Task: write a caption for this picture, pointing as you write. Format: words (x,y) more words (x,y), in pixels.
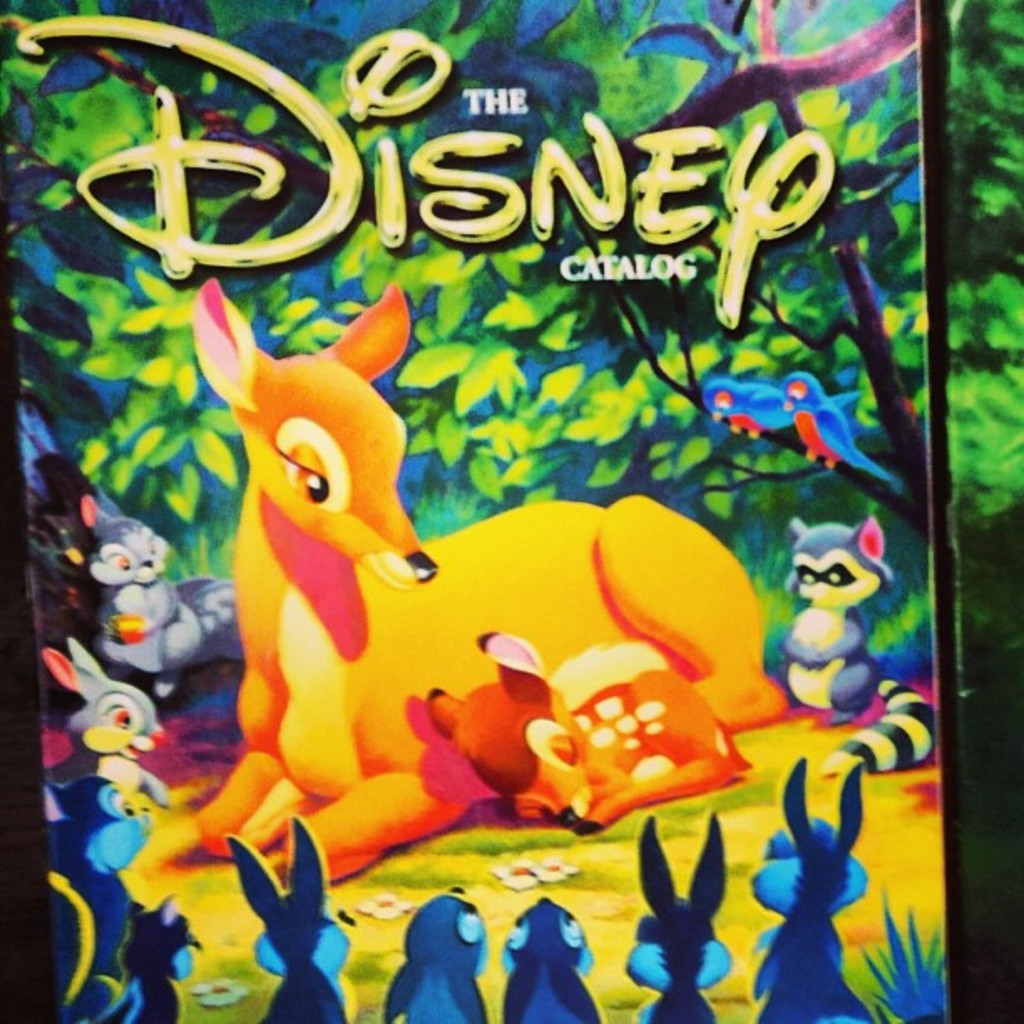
In this image, we can see a photo (885,77), in that photo (843,1003) we can see some animals (800,1016) and we can see DISNEY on the photo (572,444).
